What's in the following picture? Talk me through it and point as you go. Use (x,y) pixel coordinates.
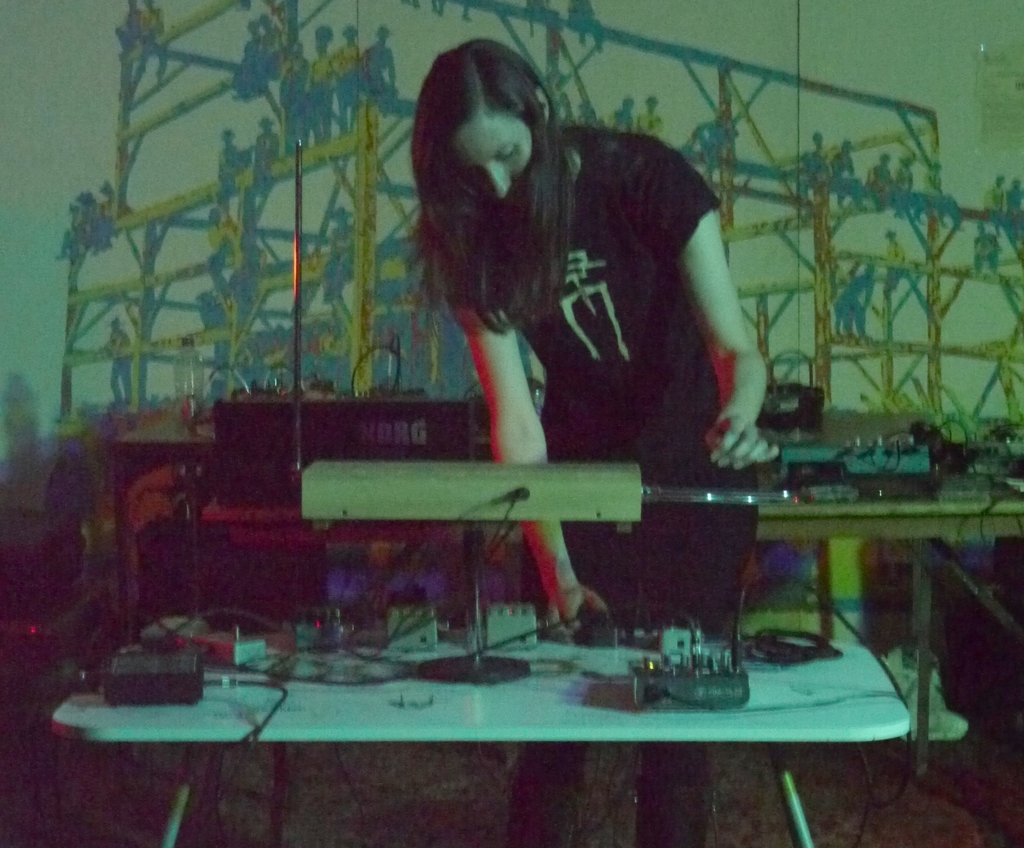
In this image a woman (718,444) is standing behind a table (408,707) having a theremin (519,504) and few electrical devices (400,632) on it. Behind her there is a table (772,504) having few electrical devices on it which is kept near the wall (776,284) having painting (310,200) of few persons (260,147) on the metal rods (254,180).
